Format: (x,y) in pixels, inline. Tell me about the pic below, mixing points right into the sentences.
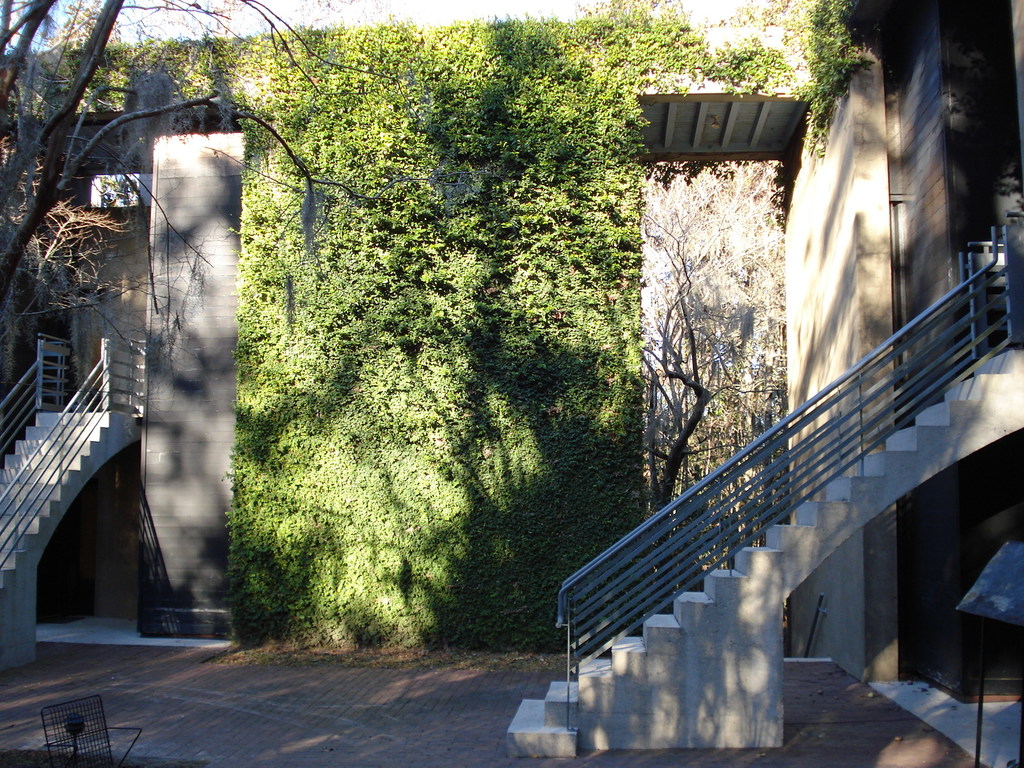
In this picture we can see the buildings (971,503), stairs (991,420), railing (43,409), dry trees (3,309), plants (382,250) and roof (708,133). At the bottom of the image (527,682) we can see the floor (586,764). At the top of the image (480,15) we can see the sky (304,10).
